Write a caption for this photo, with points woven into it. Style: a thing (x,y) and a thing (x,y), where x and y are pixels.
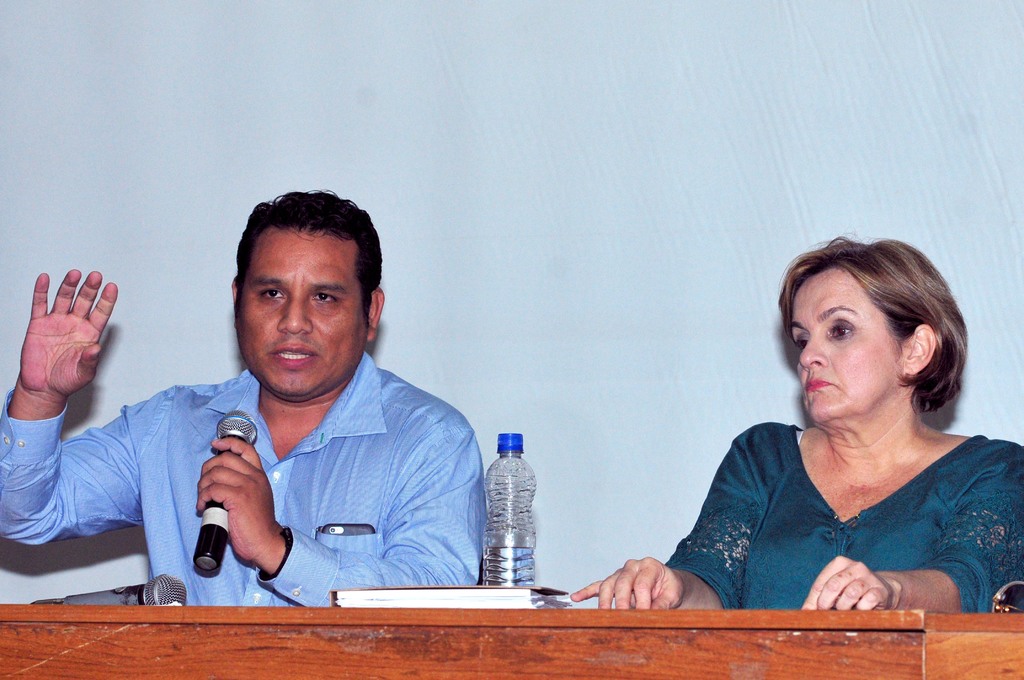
In the background (792,182) we can see the wall (744,170). In this picture we can see a man (327,431) and a woman (917,456) sitting. We can see a man (156,521) holding a microphone (217,536) and talking. On a wooden table (320,643) we can see a microphone (170,600), diary (371,603), water bottle (496,527) and goggles (1018,585).
